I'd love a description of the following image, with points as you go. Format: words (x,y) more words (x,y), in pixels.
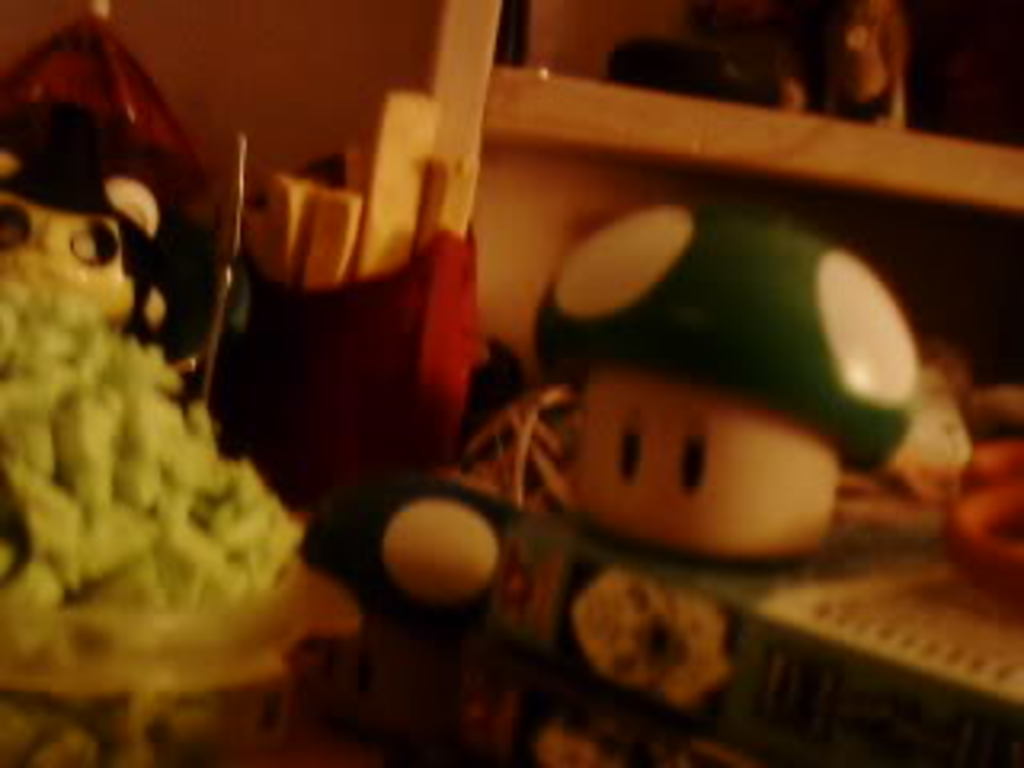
In this picture, we can see some objects (593,359) like toys (415,517) wooden objects (512,104), and we can see the wall (514,187).
